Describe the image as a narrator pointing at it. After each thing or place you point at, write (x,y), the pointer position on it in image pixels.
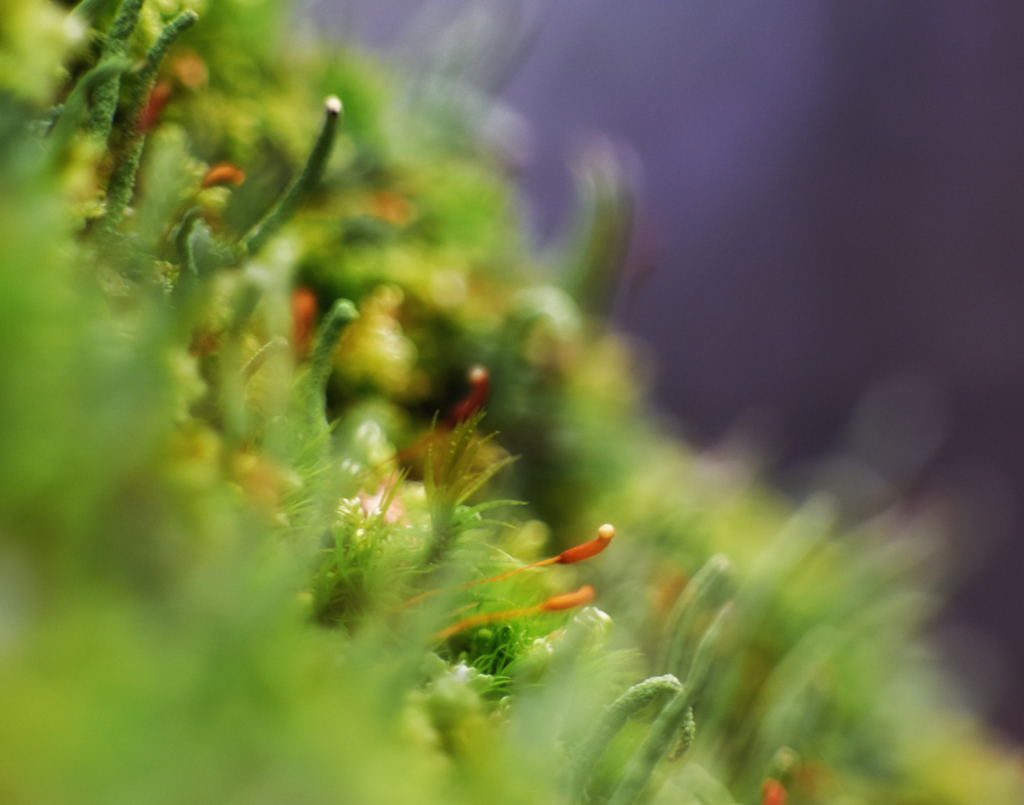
It is a blurry image and we can see greenery (317,492).
